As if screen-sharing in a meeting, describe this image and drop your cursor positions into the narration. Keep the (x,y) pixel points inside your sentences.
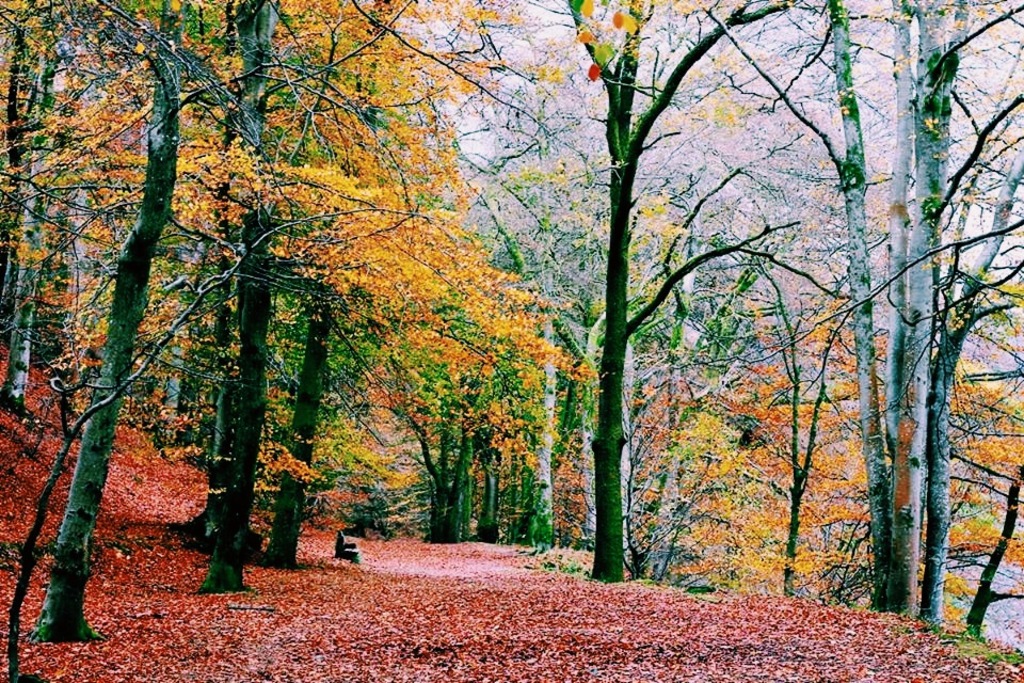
In this image we can see some trees (254,226), there are some leaves (462,551) on the ground (579,560), also we can see the sky (496,146).
